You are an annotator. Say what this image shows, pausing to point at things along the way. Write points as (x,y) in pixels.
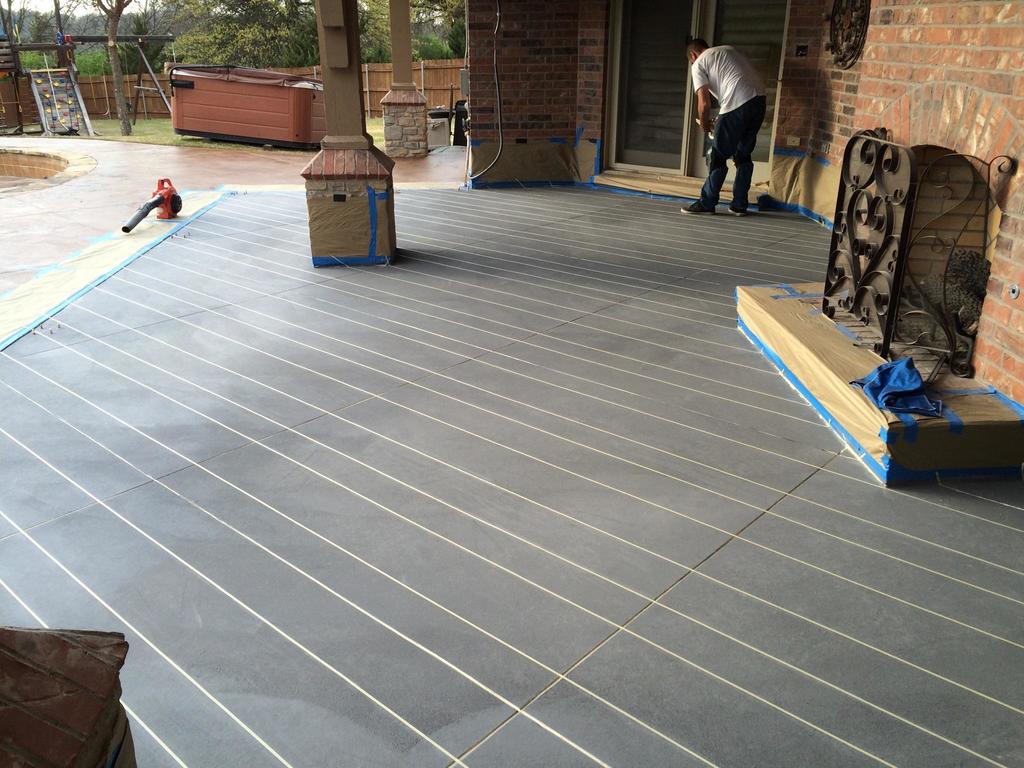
In the middle of the image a man (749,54) is standing. Behind him there is a building (937,16). Behind the building (493,148) there are some trees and there is a fencing (128,83).
